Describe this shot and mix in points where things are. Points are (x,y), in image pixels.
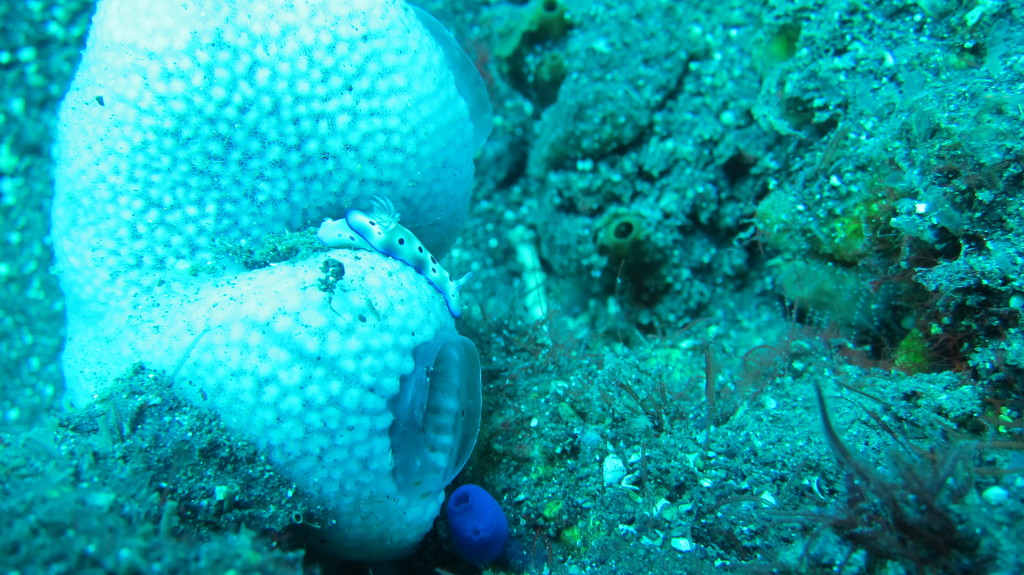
In this image we can see a sea animal (320,93) and underwater environment (697,324) in the water (849,289).
